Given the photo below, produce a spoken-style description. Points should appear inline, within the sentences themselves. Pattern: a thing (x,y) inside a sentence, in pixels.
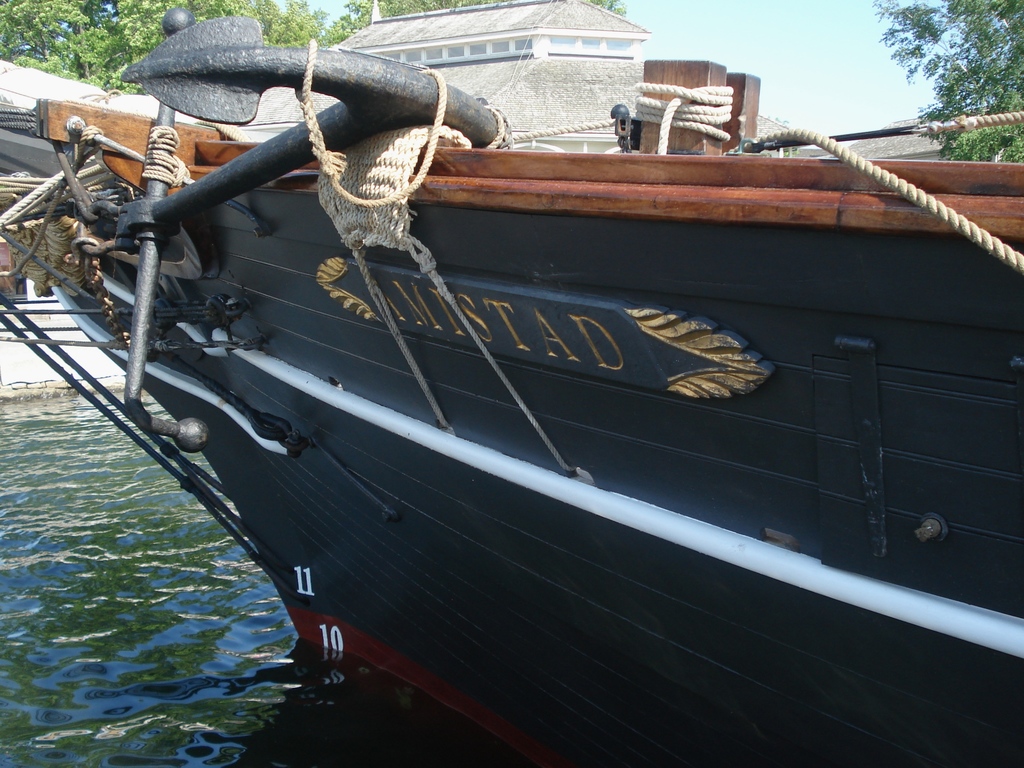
In the picture we can see a boat (861,521) which is black in color and some ropes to it and anchor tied to it and it is in the water (8,494), in the background (294,120) we can see some trees (130,35), house building (282,108) and sky (703,39).
